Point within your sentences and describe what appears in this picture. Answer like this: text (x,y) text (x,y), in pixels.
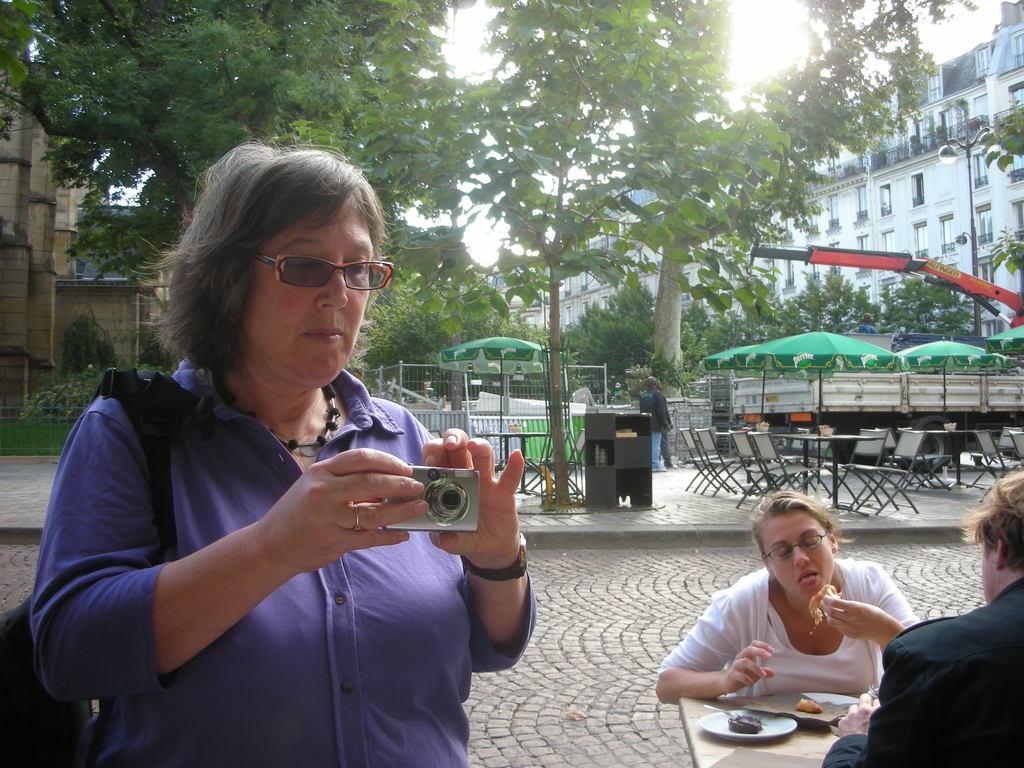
In this picture I can see on the left side (273,422) a woman (470,554) is holding the camera (454,518). On the right side (820,561) two persons (860,604) are eating the food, in middle (532,351) there are chairs (783,457), tables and umbrellas (513,348), in the background (617,364) there are trees (712,195) and buildings (28,209).
